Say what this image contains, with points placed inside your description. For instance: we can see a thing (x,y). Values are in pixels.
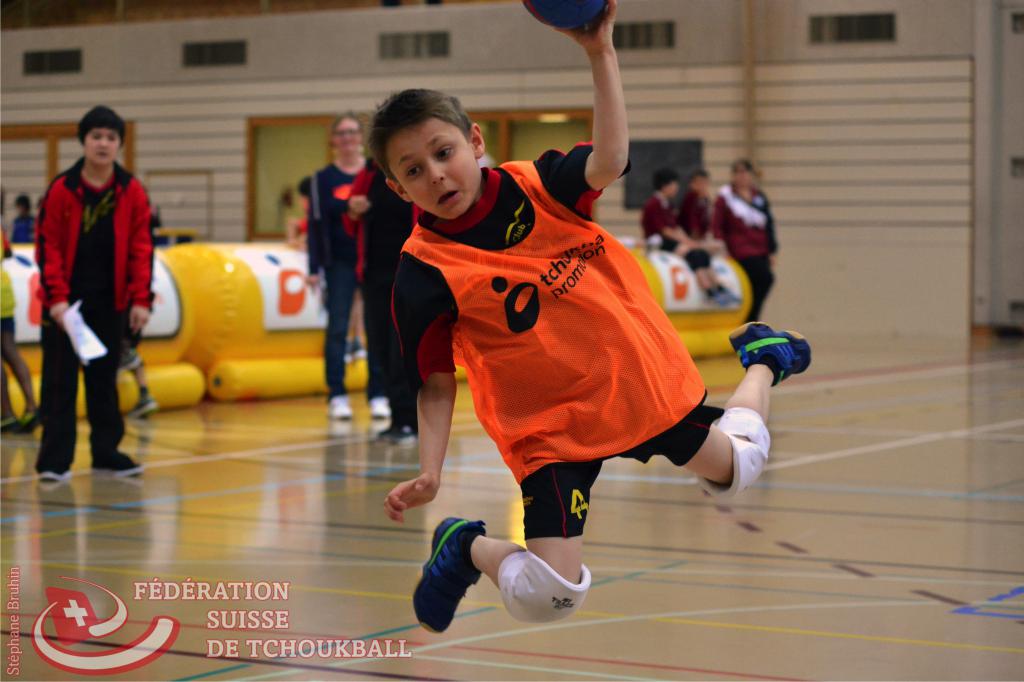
In this image we can see a boy (427,315) jumping into the air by holding a ball (565,17) in his hand (608,26). In the background (314,76) we can see wall (802,79), ventilators (835,41), windows (283,119) and persons (117,269) standing on the floor (8,590).
